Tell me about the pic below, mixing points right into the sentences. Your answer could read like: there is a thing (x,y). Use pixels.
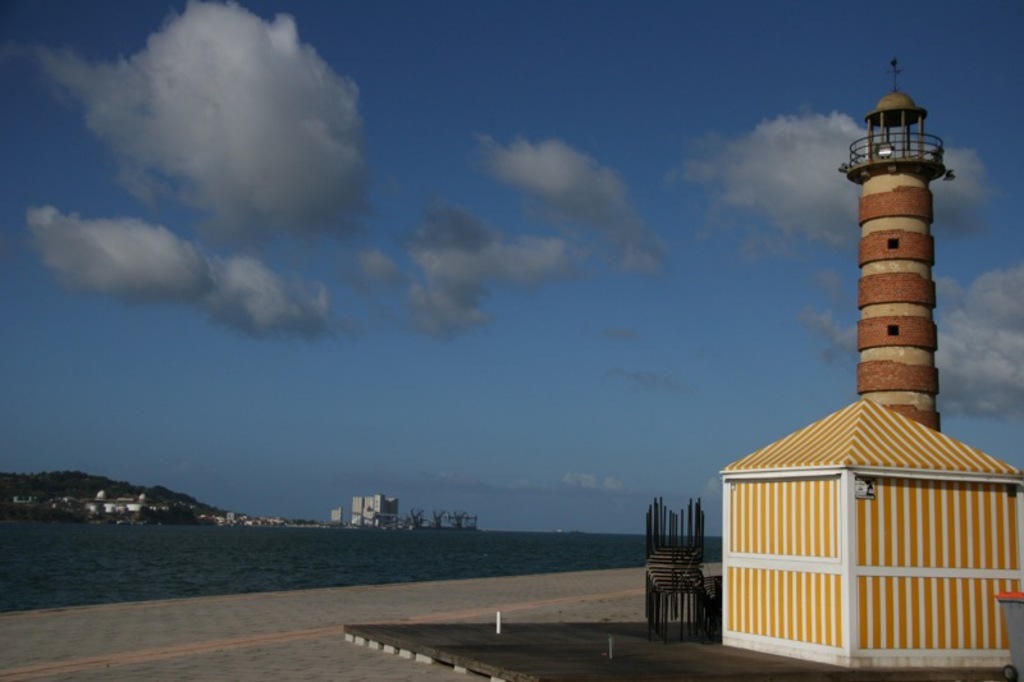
This image is taken outdoors. At the top of the image (364,177) there is the sky (672,183) with clouds (756,126). At the bottom of the image (269,653) there is a floor (379,640). In the background (133,500) there are a few trees (186,511), buildings (358,518) and plants (178,519). In the middle of the image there is a river (245,554) with water (530,546). On the right side of the image (833,507) there is a wooden cabin (832,557) and there is a tower (886,276) and there is a railing (902,139).
